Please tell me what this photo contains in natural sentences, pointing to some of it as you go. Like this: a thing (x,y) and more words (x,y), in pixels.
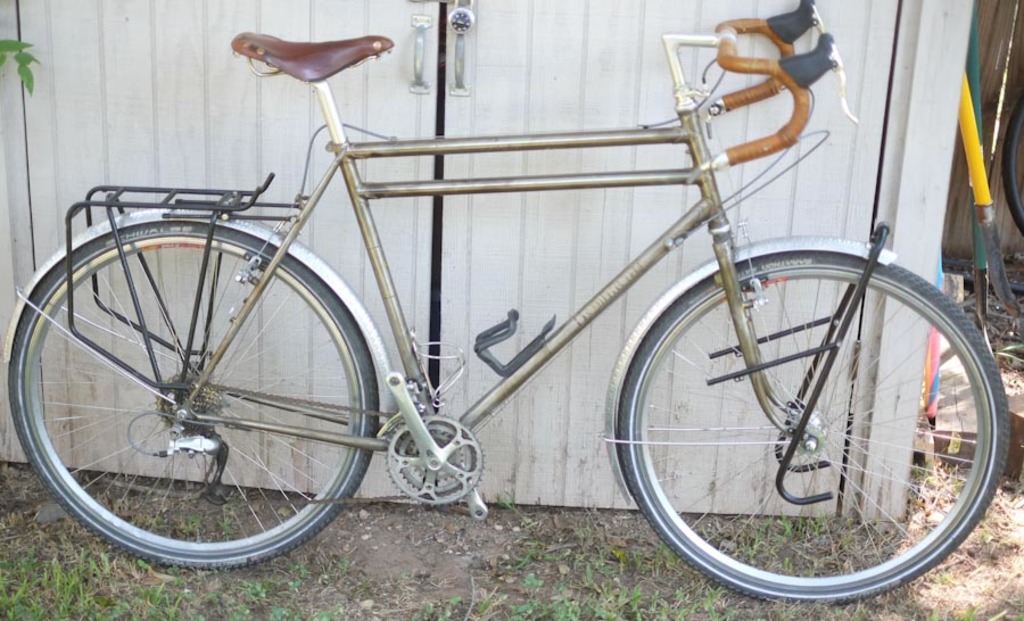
In this image, in the middle (664,236), we can see a bicycle (298,69), which is placed on the land (436,609). In the background (293,108), we can see a door (542,56) which is closed. On the right side (974,91), we can see some objects (981,108), at the bottom (475,610), we can see a land (330,600) with some stones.
